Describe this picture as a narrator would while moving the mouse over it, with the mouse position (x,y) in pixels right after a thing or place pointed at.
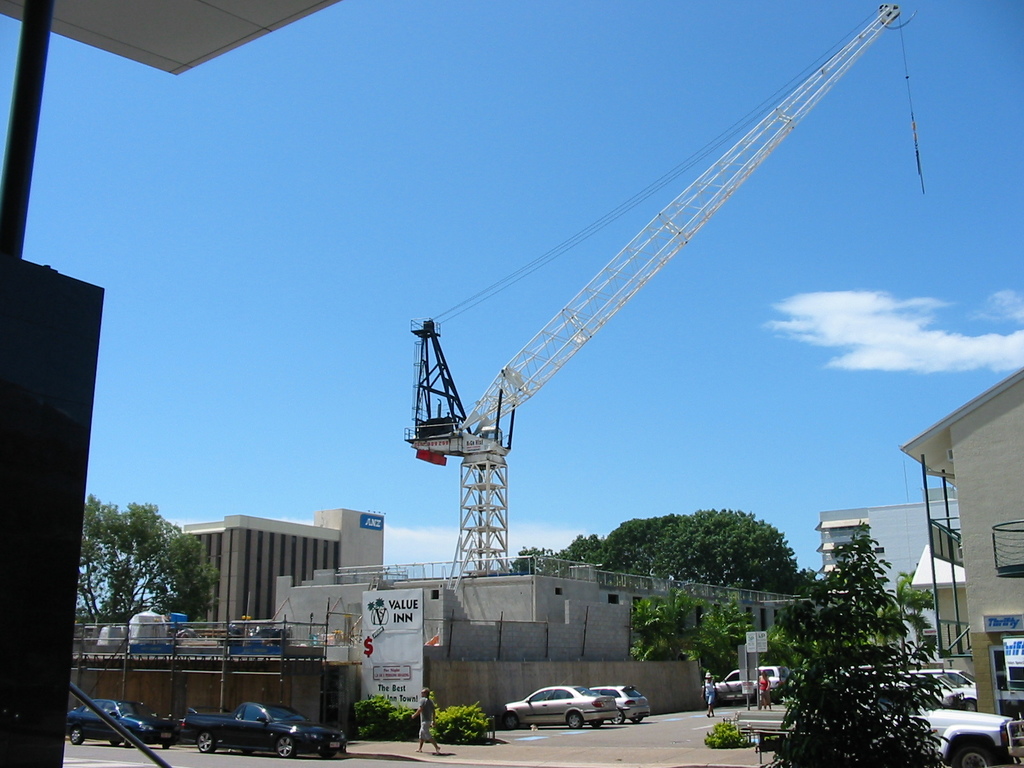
On the right side (948,552) there is a building (967,580) with balcony (948,552). Near to that there are vehicles (955,684) and trees (872,664). Also there is a road (602,739). Some people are walking on the road (723,706). Also there are cars (256,710). In the back (343,643) there are buildings (277,575). Also there is a board (398,630). On the building (432,635) there is a crane (500,435). In the background (170,541) there are trees (693,534) and sky (859,340) with clouds (878,351).
